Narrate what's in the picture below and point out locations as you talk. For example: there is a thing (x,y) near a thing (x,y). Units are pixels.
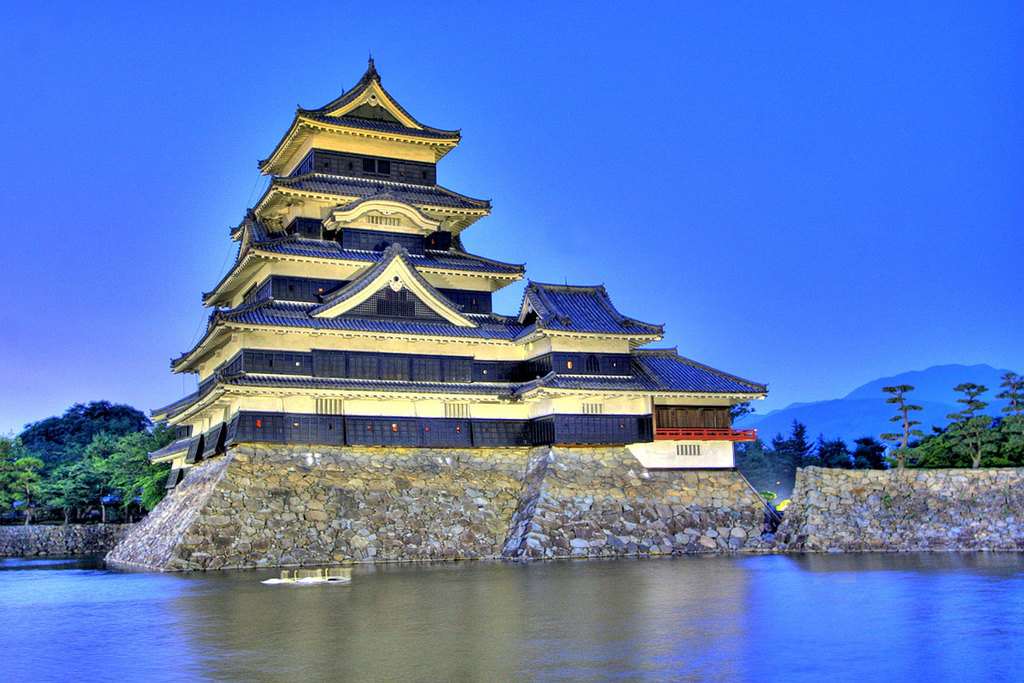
In this image I can see water (325,628) in the front (696,635). In the background (616,550) I can see a building (552,449), number of trees (27,504), mountains (957,398) and the sky (420,87).
